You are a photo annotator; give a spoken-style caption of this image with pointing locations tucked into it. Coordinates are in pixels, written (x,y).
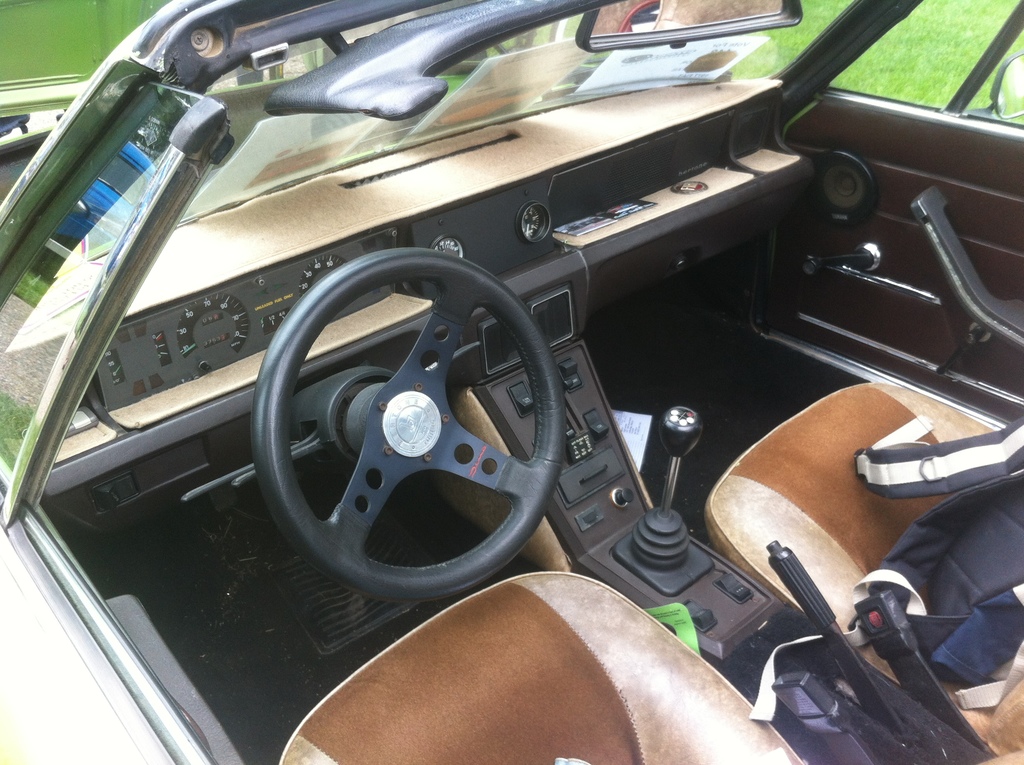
In this picture we can see inside of this vehicle (90,738), here we can see a steering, seats (604,698), mirror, car door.
